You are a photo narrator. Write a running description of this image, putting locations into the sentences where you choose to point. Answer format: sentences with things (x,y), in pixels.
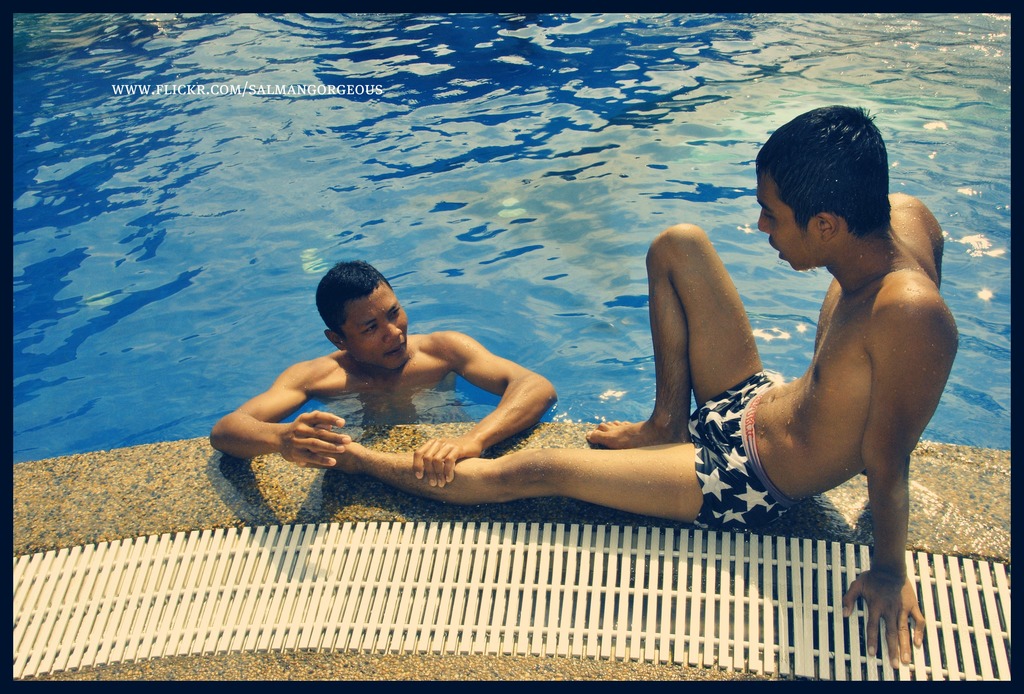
This is the picture of a person (519,411) in swimming pool (431,54) looking at another person (821,377) who is sitting on the floor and we can see some text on the photo.
